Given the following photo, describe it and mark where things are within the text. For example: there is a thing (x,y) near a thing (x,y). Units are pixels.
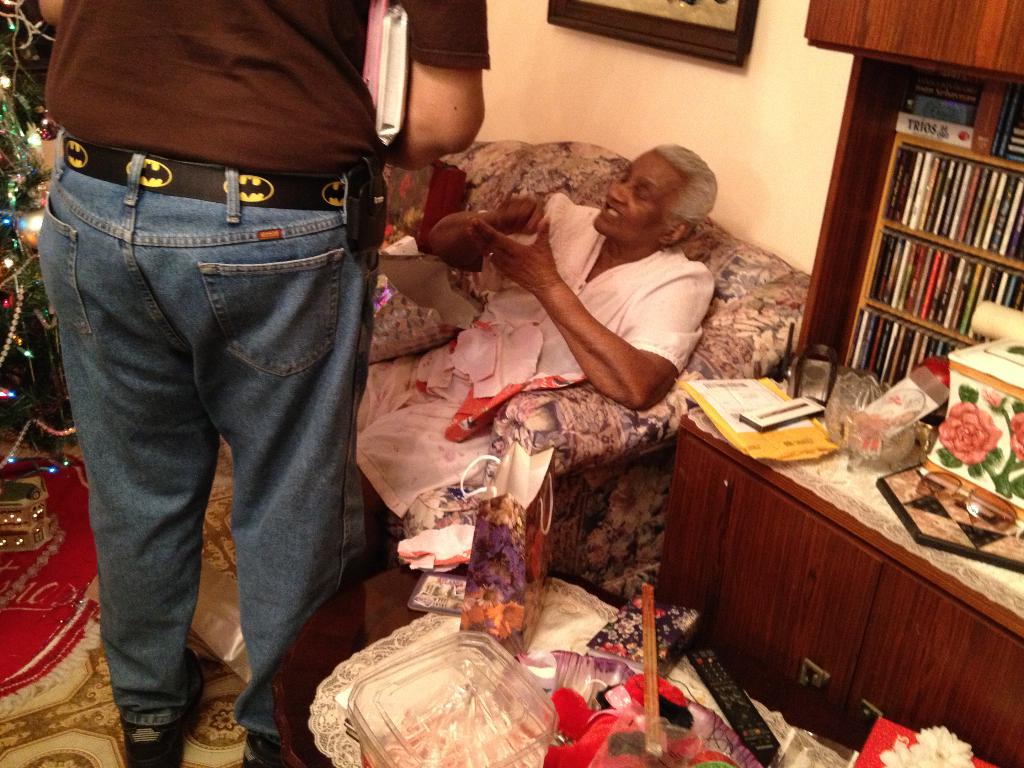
This picture is clicked inside the room (547,508). In this picture, we see a woman (556,312) in white dress (617,284) is sitting on the sofa chair (570,444). The man (322,188) in brown T-shirt (222,88) is standing. On the left side (45,376), we see a Christmas tree (48,349) which is decorated with the lights (53,468). At the bottom of the picture (533,602), we see a table (510,683) on which plastic bag (504,611), remote (693,650), glass bowl (386,679) and some other things (562,686) are placed. On the right side (1005,172), we see a rack (840,313) in which many books (890,367) are placed and a table (817,506) on which some items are placed.
